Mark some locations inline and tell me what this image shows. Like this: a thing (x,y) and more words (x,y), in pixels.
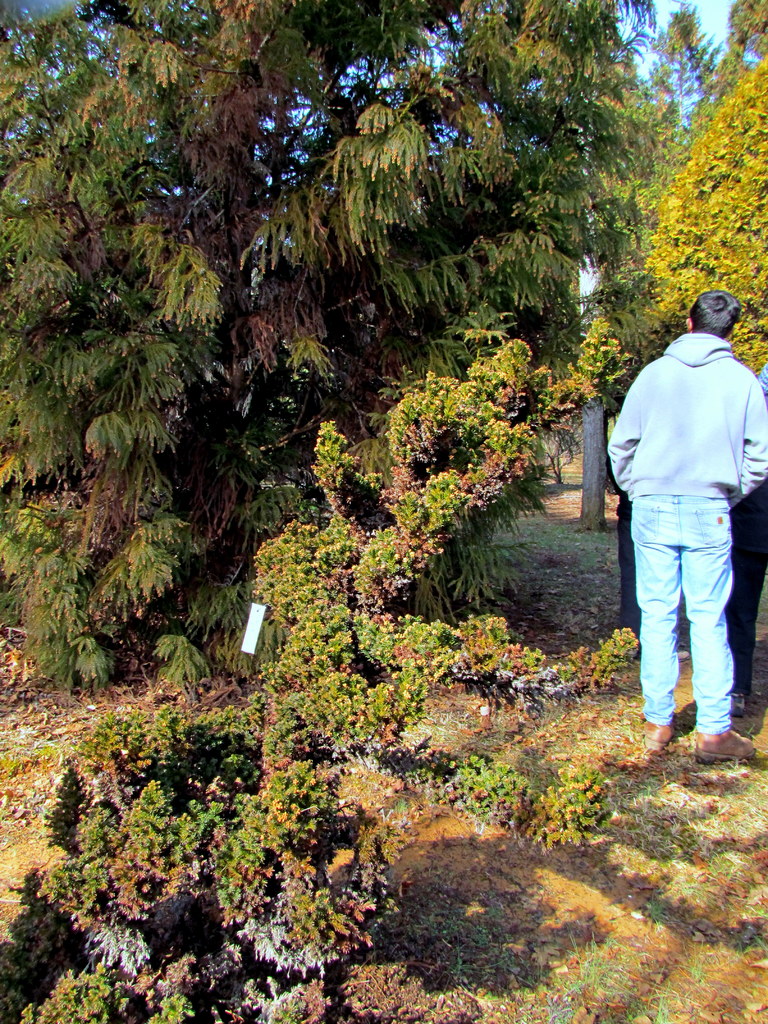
In the image there are some trees (418,315) and plants (121,943). On the right side of the image (621,560) two persons (730,757) are standing.
